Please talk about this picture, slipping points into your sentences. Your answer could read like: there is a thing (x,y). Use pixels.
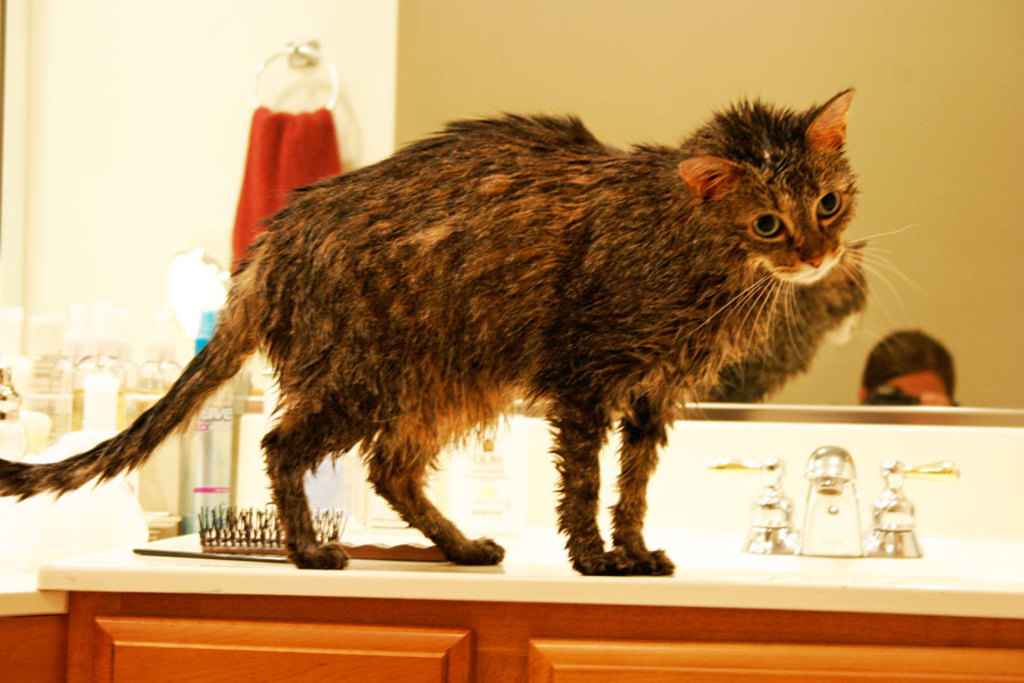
In this picture I can see a brown color cat (424,289) near to the taps (789,514) and near to it I can see a comb (251,514) and other few things (205,426). In the background (268,146) I can see a red color cloth (270,125) and a mirror (572,29) and on the mirror (820,368) I can see the reflection (885,387) of a person's head (883,349).
